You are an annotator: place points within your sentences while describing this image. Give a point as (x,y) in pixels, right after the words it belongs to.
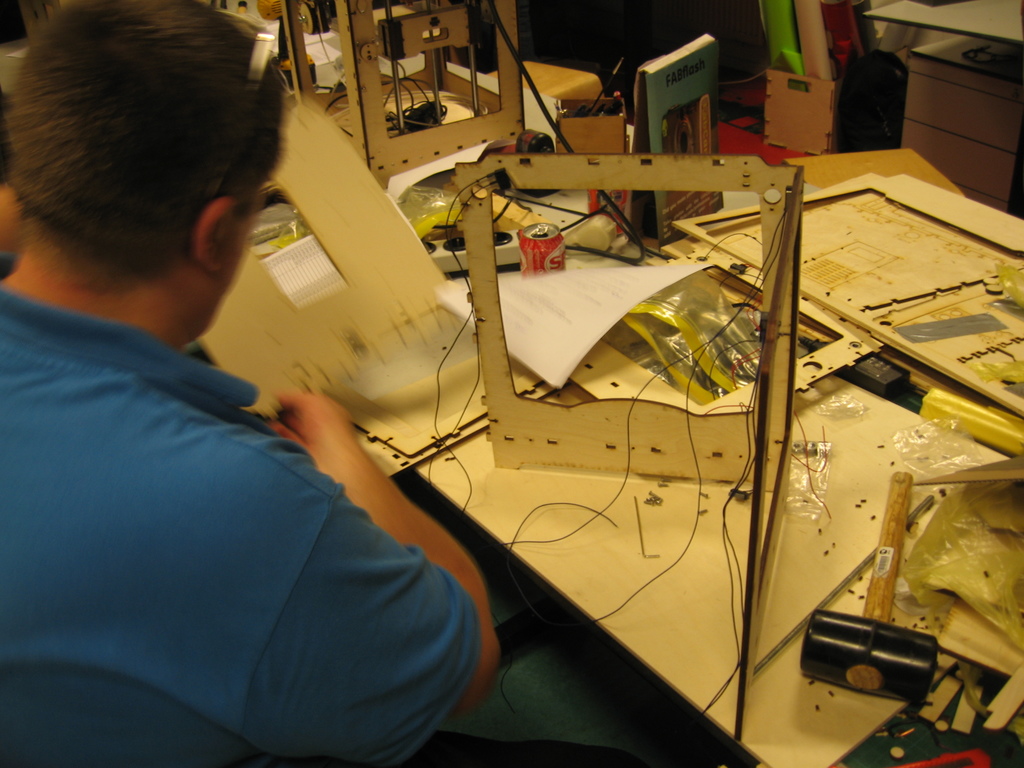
In this image on the left side (176,345) there is one person (220,527) who is sitting in front of him there is a table (705,583). On the table (705,570) there is a hammer (871,597), coke container (539,246), papers (515,315), wires (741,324) and some charts (806,229), boards (482,265) and some other objects (1012,377). In the background (990,28) there is a table (923,49) and some charts (784,42).
